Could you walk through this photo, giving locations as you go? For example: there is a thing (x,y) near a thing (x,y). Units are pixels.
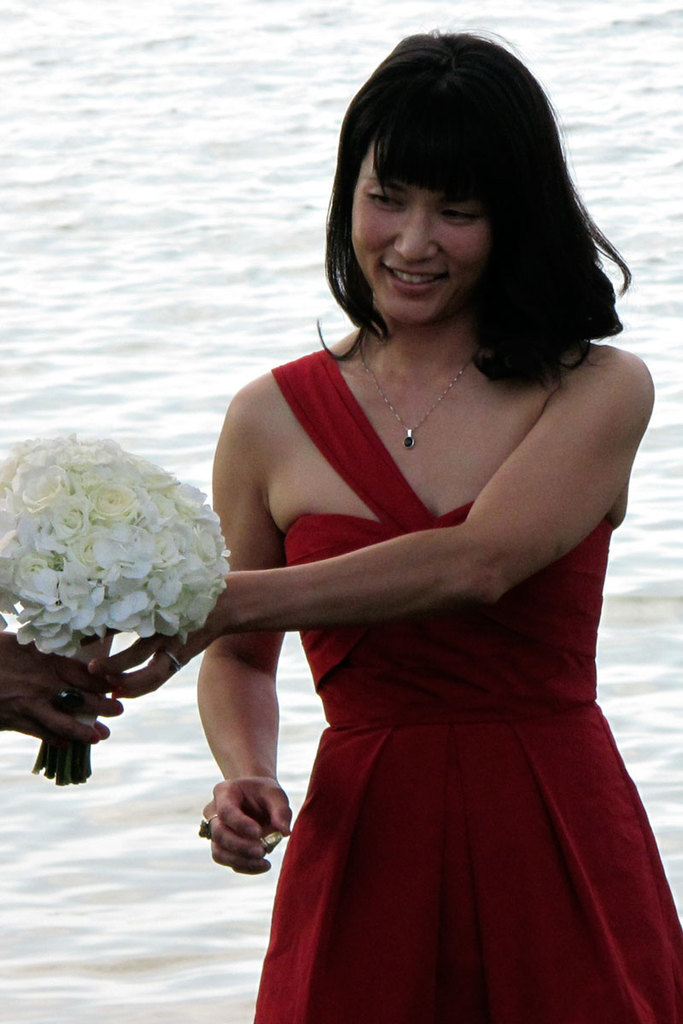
In this image in the foreground (170,529) there is one woman (481,551) who is standing and smiling and she is holding a flower bouquet (89,535), and in the background (133,989) there is a beach (124,385).
